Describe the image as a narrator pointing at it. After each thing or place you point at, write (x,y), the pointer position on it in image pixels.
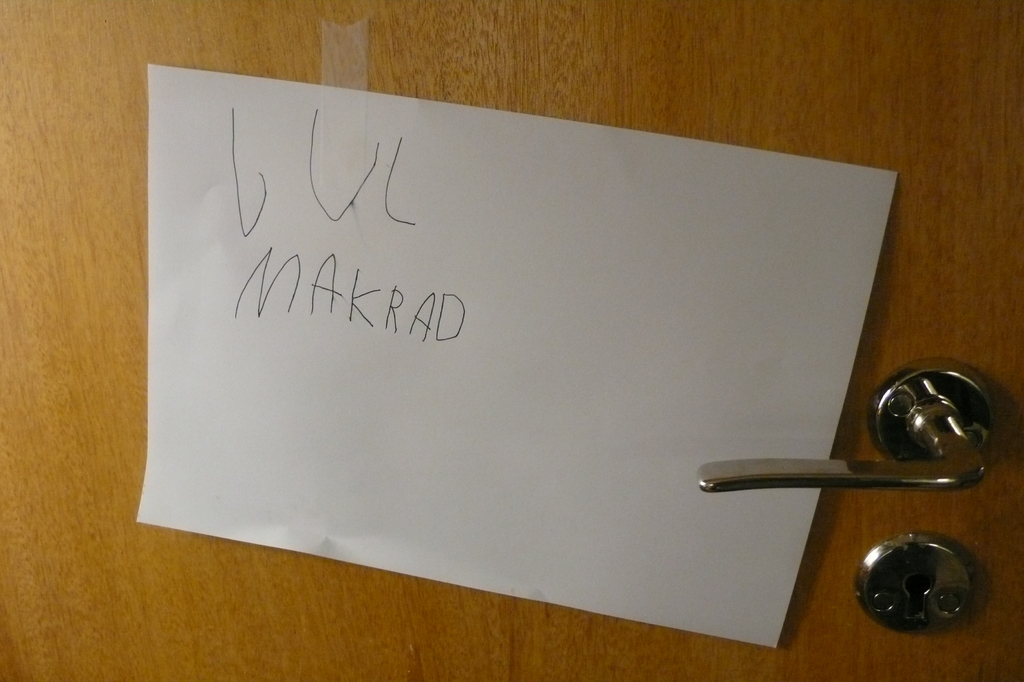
In this image there is a paper (334,270) with text (368,288) written on it is attached to a door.
